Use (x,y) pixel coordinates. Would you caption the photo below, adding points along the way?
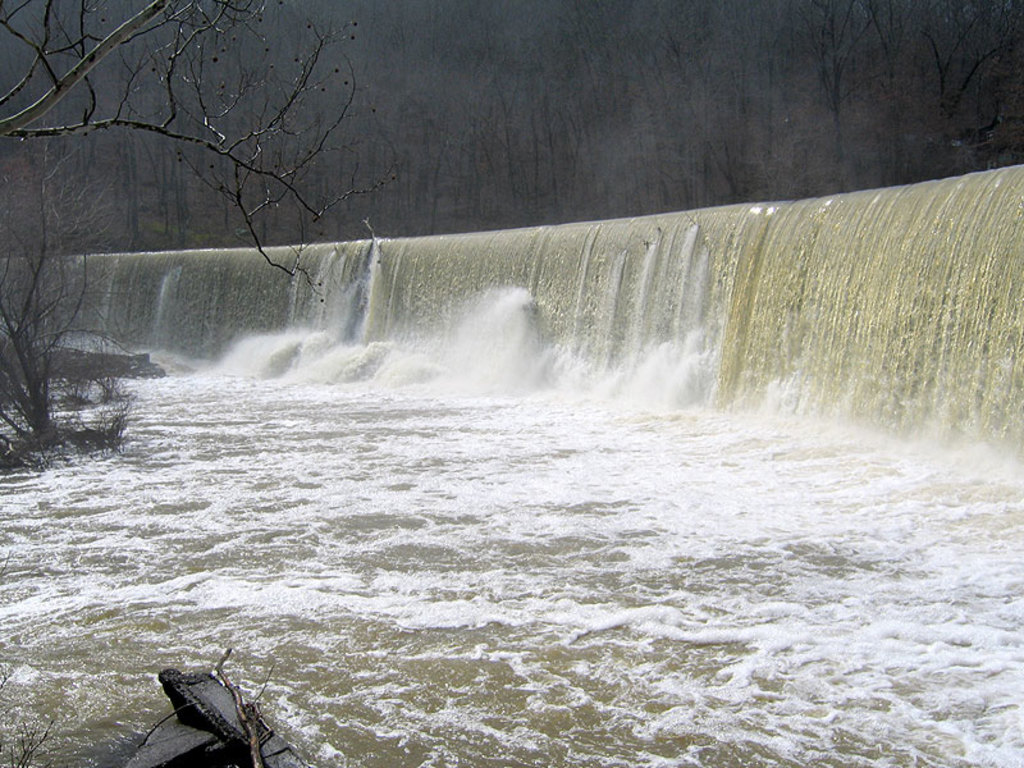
This picture shows waterfall (426,252) and we see trees (242,76).
